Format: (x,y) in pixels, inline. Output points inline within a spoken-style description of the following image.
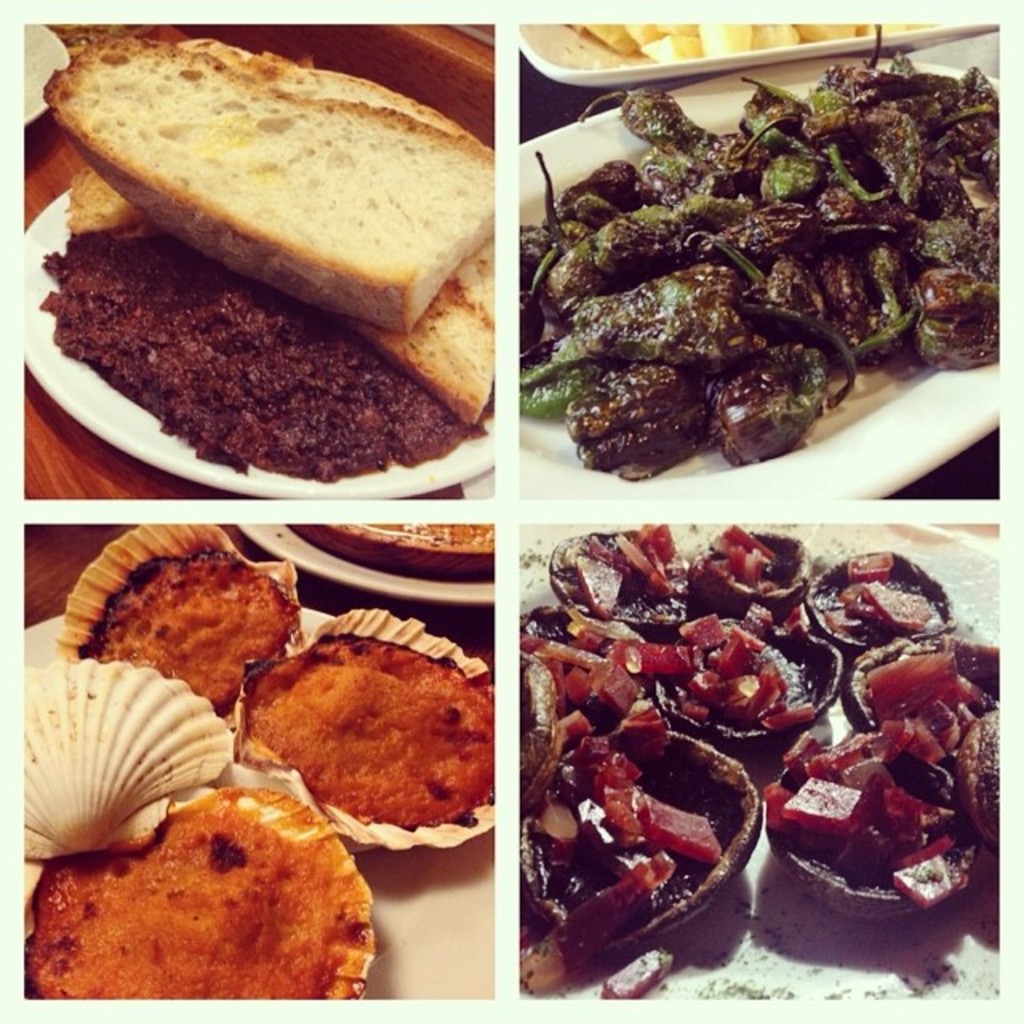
In this image we can see collage picture of few food items (255,579) in the plates (568,471).
